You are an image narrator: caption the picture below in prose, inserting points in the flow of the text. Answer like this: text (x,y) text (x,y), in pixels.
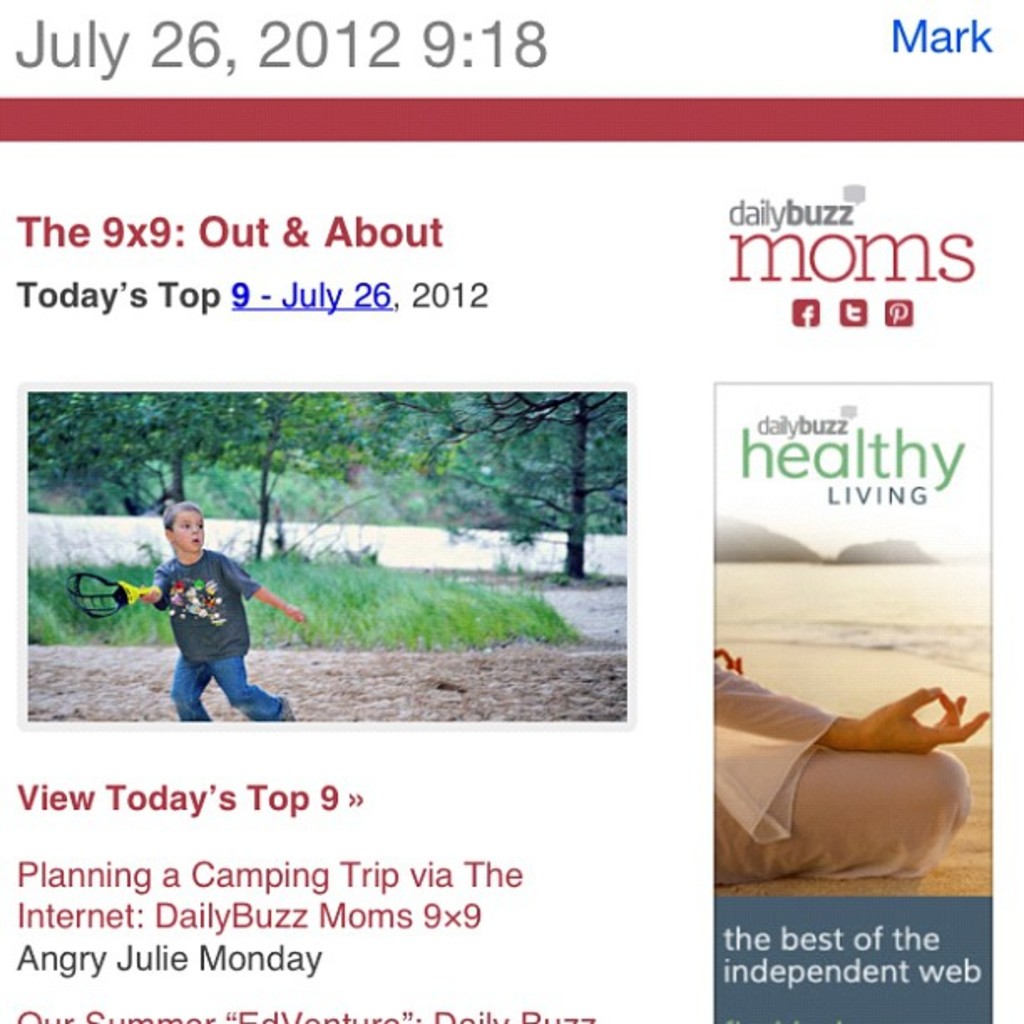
In this image we can see a post (380,483) where we can see some texts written on it and there are pictures (494,514) on it.
